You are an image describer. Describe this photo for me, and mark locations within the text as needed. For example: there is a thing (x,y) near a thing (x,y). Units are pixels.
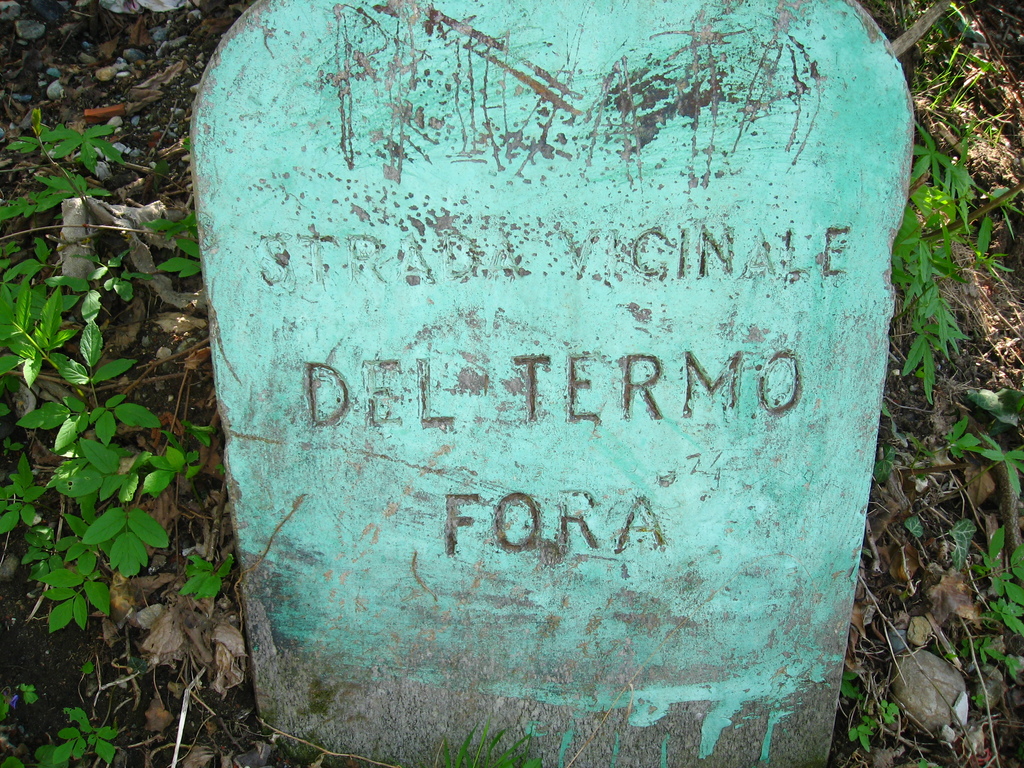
In this picture I can see a stone (498,436) on which something written on it. Here I can see some plants (66,477).
